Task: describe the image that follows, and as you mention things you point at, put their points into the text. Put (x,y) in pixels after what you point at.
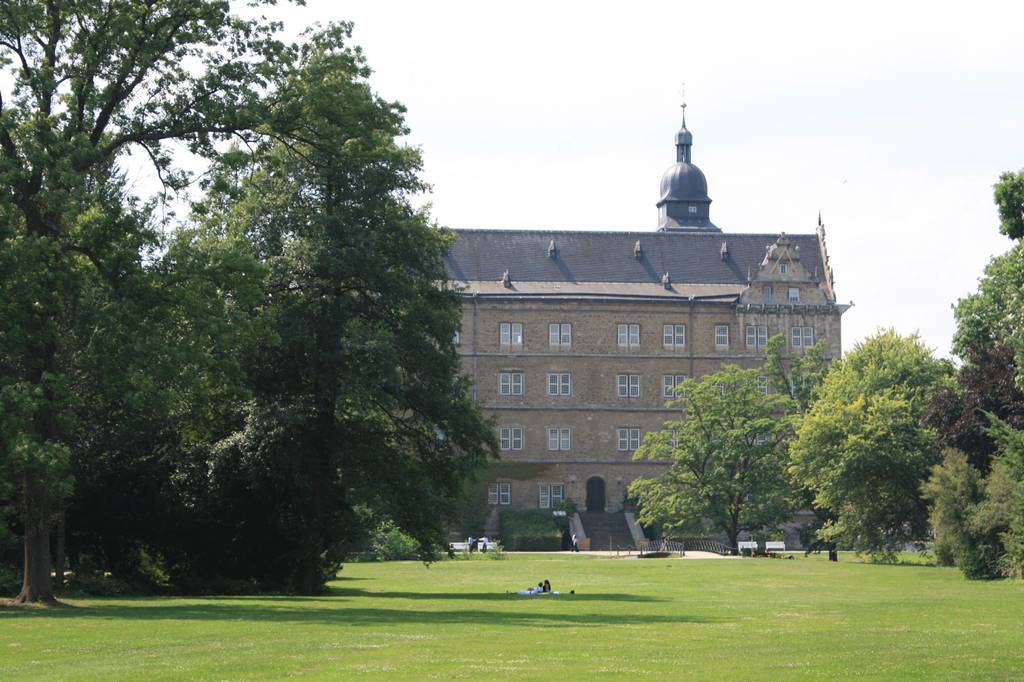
In this image there is a garden (537,626), on left side (229,343) and right side (958,531) there are trees (813,500), in the background (540,311) there is a building (629,331) and a sky (700,122).
